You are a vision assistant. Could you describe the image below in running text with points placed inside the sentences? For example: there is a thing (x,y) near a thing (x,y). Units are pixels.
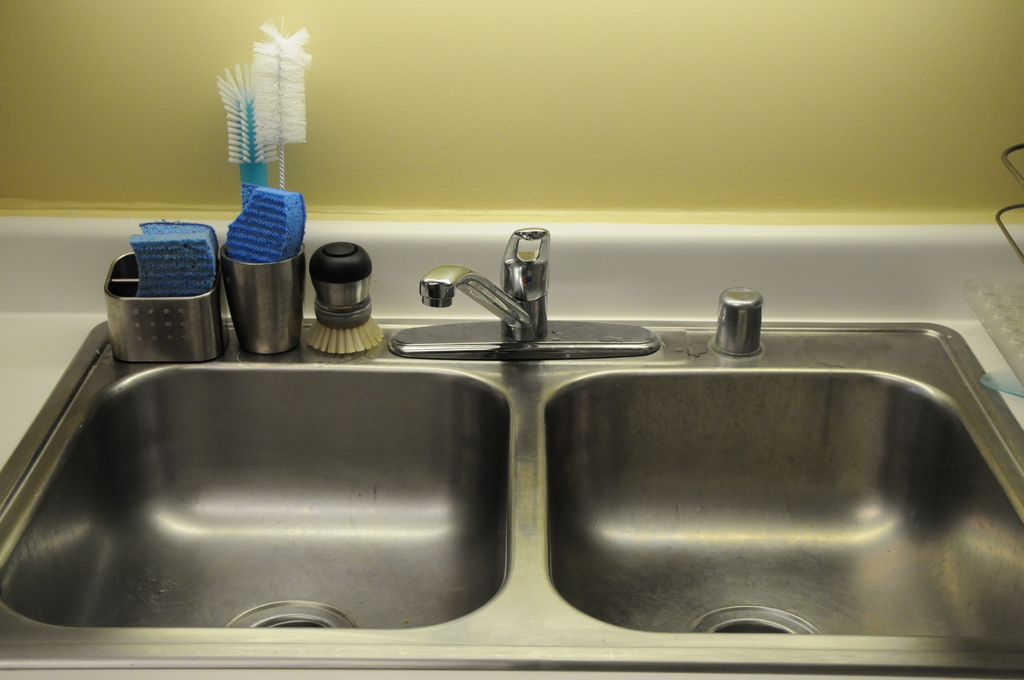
In this image I can see sinks (484,505), a water tap (460,323), few brushes (257,153), a glass (266,287) and few other things (215,304).
